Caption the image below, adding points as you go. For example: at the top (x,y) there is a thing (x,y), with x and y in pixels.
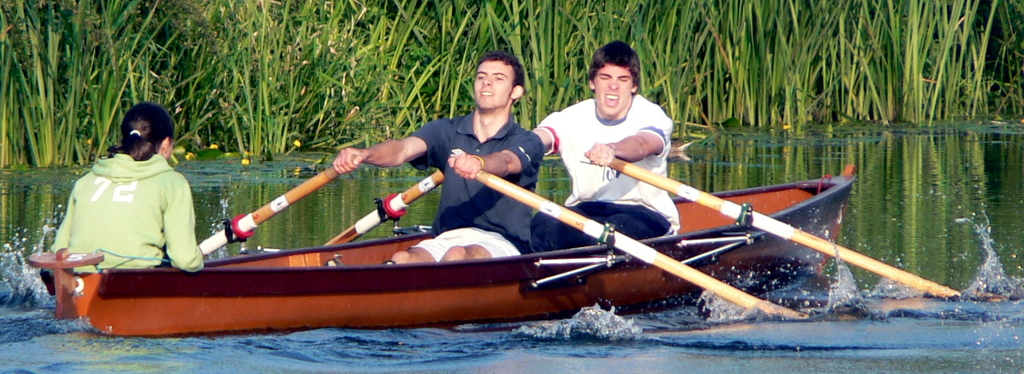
In this picture we can see three people (439,227) sitting in a boat (346,272) and this boat (314,286) is on the water (554,196) and they are holding paddles (655,250) and in the background (866,6) we can see plants (846,60).
